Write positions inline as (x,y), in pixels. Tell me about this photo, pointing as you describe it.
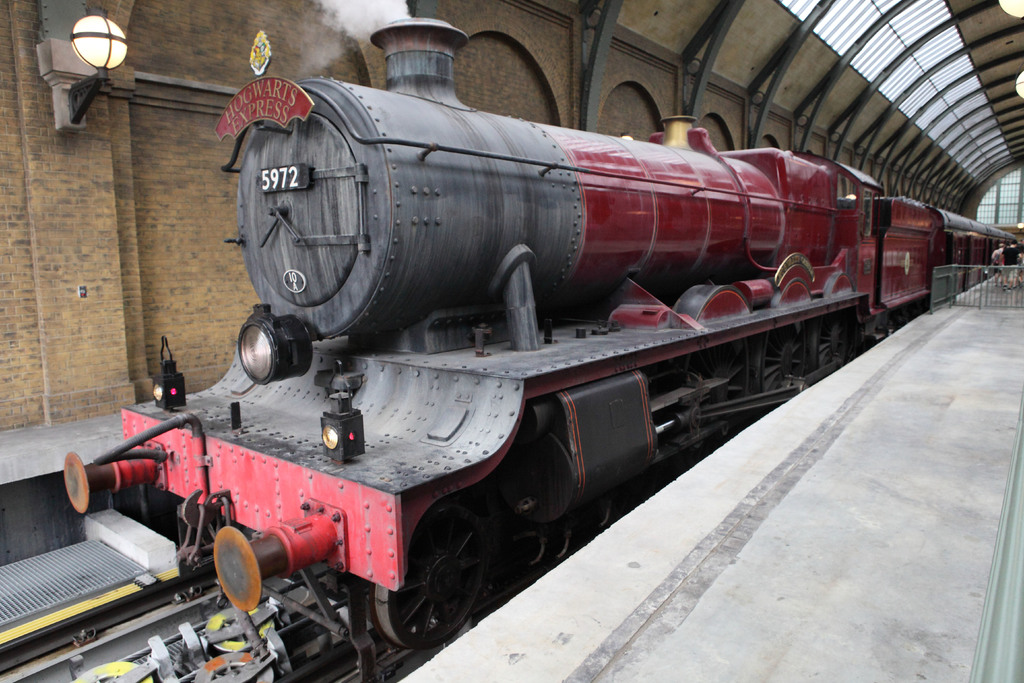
In this image we can see the train (277,406) and some text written on it, we can see the lights (1011,1), metal roof (971,79), exhaust fumes (362,23), there is an iron fence (950,298), few people (1008,261).
